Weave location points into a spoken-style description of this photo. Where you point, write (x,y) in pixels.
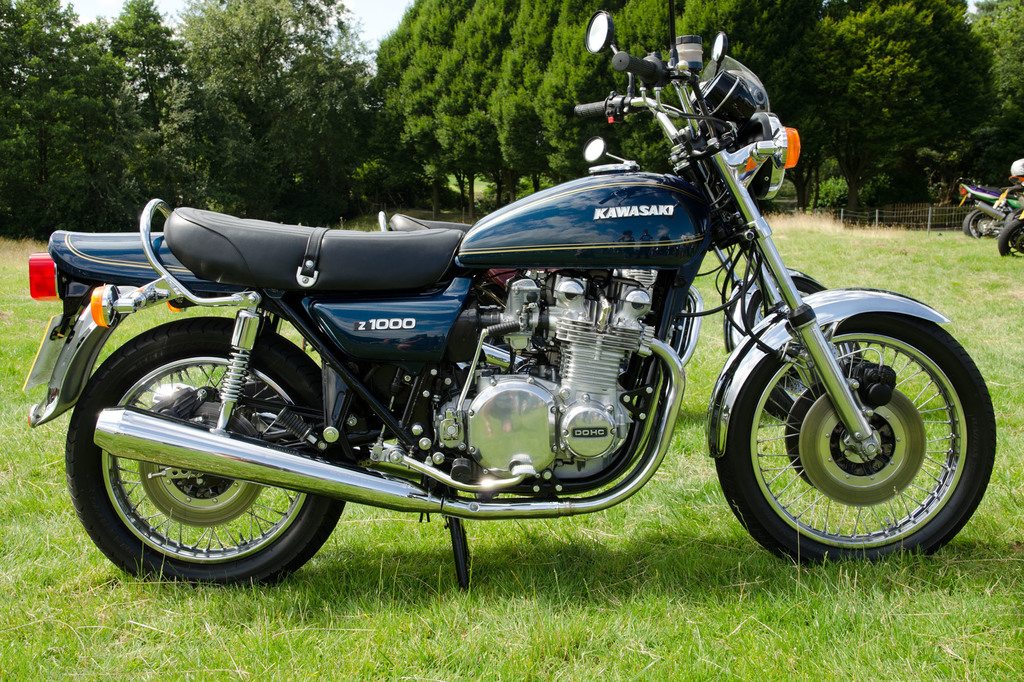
In this image we can see a bike (328,505) parked on the grass (513,632). In the background (999,200), we can see a few more bikes (1007,215), fence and trees (217,124).
